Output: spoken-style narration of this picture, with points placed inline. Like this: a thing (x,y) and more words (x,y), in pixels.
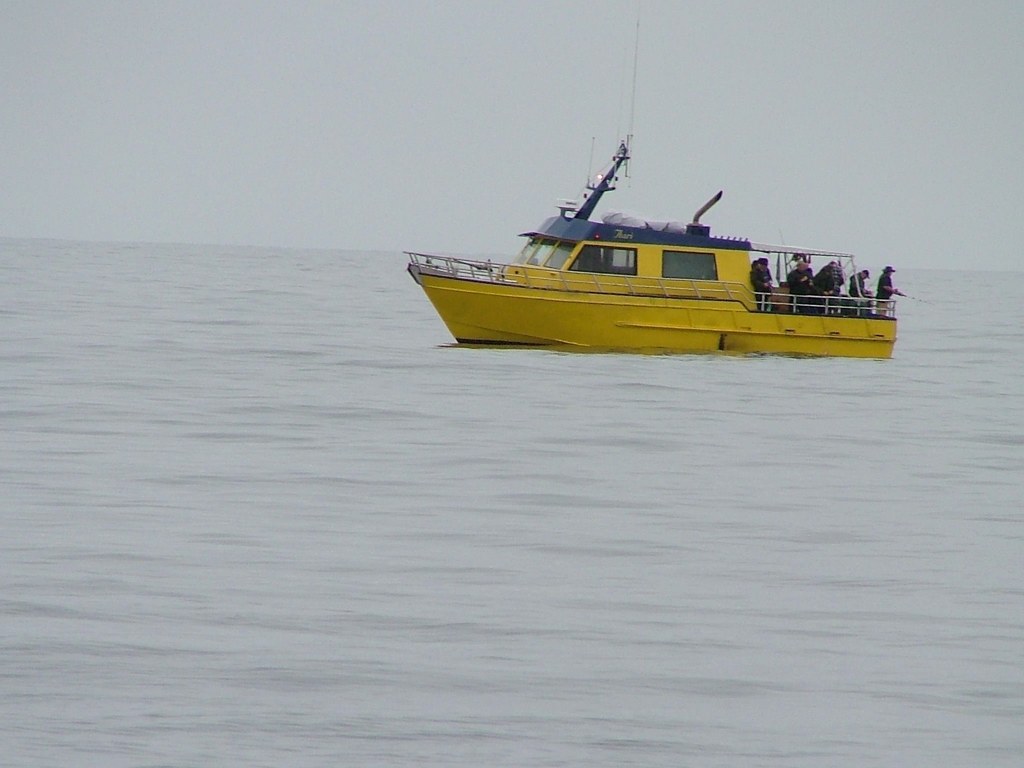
In this image we can see a ship (622,271) on the surface (594,534) of water (592,553). In the background (514,60), we can see the sky (263,182). We can see people (810,282) on the ship (797,315).
